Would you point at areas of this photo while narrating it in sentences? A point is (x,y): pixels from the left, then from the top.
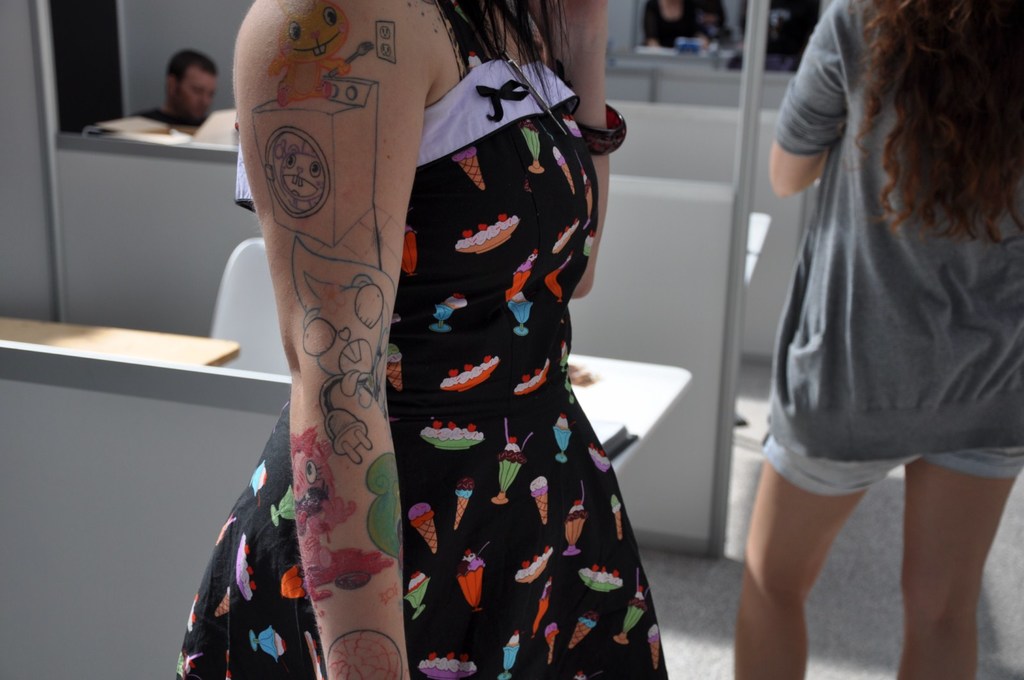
In the foreground of this image (612,495), there is a woman (504,386) standing in black dress (538,535) and there are few sketches (342,265) on her hand (320,63). In the background (923,288), there is another woman (920,492) standing, tables (186,347), chairs (251,315), desks (173,343) and few persons (655,38) sitting in the background (175,101).
